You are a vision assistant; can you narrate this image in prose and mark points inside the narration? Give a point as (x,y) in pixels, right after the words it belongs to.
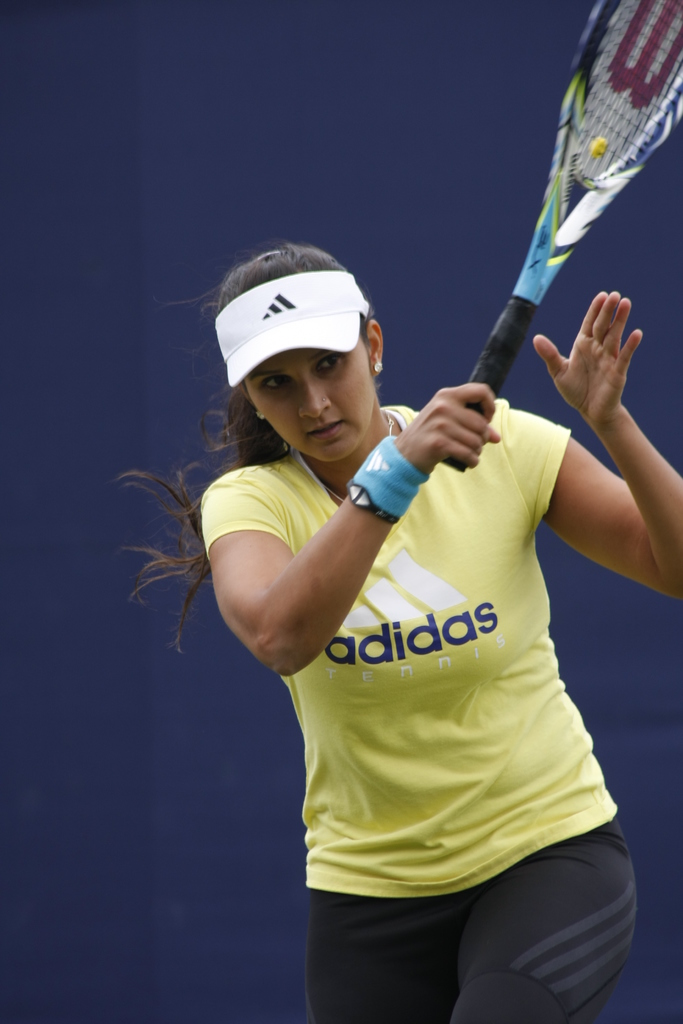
This is a picture of a woman (392,659), the woman (417,683) is in yellow t shirt (431,743). The t shirt (415,735) brand is Adidas. The woman (403,638) is holding a tennis racket (554,230). Background of the woman (354,594) is a blue color wall (74,313).
